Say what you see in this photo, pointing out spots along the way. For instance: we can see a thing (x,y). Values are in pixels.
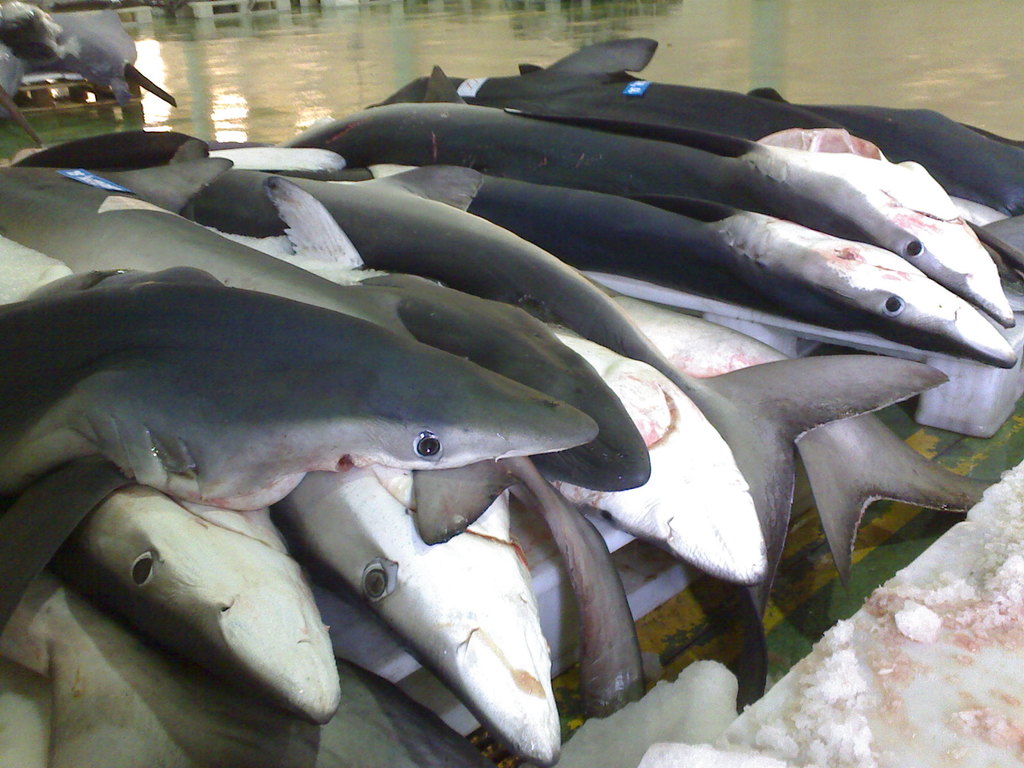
In this picture we can see many dead fishes (566,219) kept on the floor (869,56).
